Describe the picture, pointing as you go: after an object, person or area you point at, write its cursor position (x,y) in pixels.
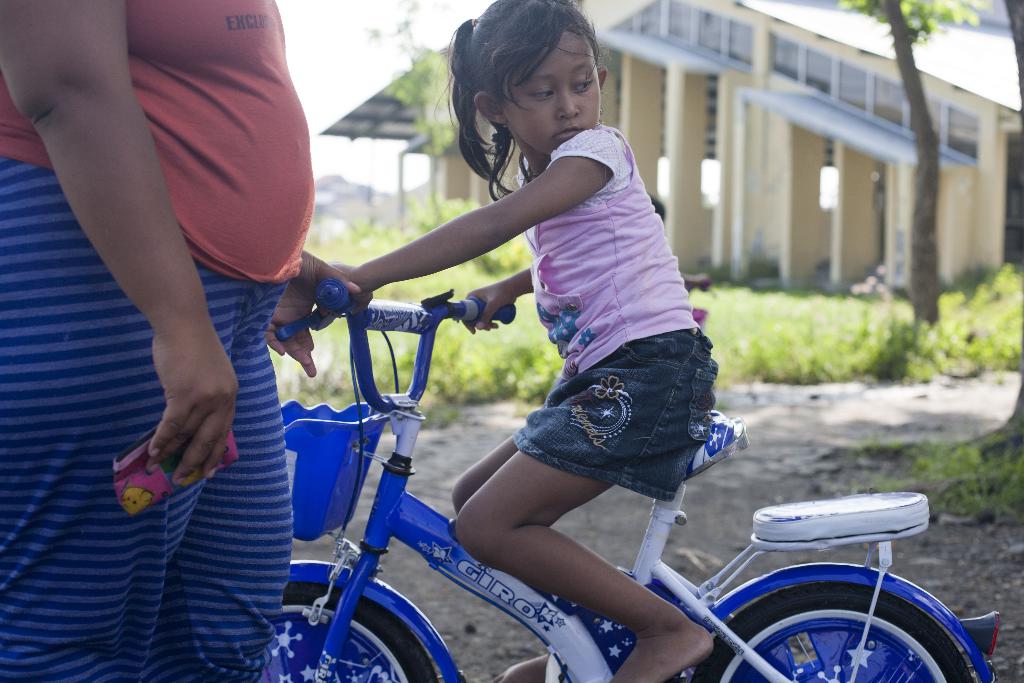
In the picture we can find a girl (603,454) sitting on a bicycle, besides to her, there is a person (54,92) standing. In the background (762,396) we can find a house (772,246), grass (496,382), tree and a path (488,441). The girl (584,450) who is sitting on a bicycle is wearing a pink shirt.
